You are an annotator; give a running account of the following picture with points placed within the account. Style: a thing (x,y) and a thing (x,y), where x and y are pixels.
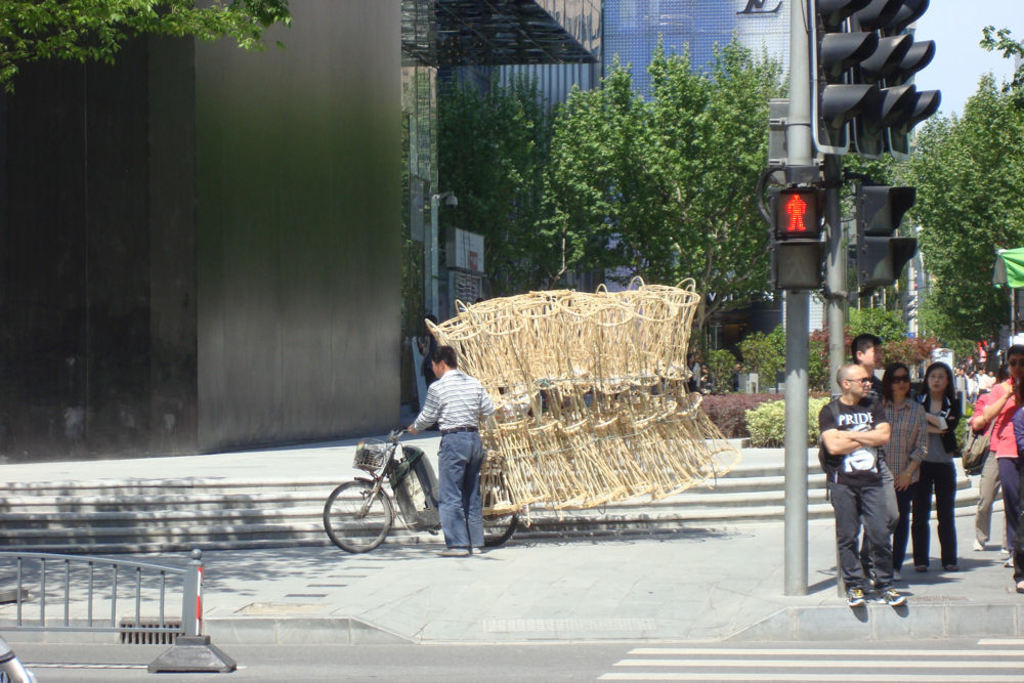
In this picture we can see a pole (802,382) and traffic lights (844,45), on the right (909,449) there are some people (922,447) standing, a person (455,459) in the middle (432,387) is holding a bicycle (431,461), in the background (460,123) there are trees (451,136) and buildings (588,68), we can see the sky (956,85) at the right top of the picture (985,26), there are some stairs (256,488) here.
